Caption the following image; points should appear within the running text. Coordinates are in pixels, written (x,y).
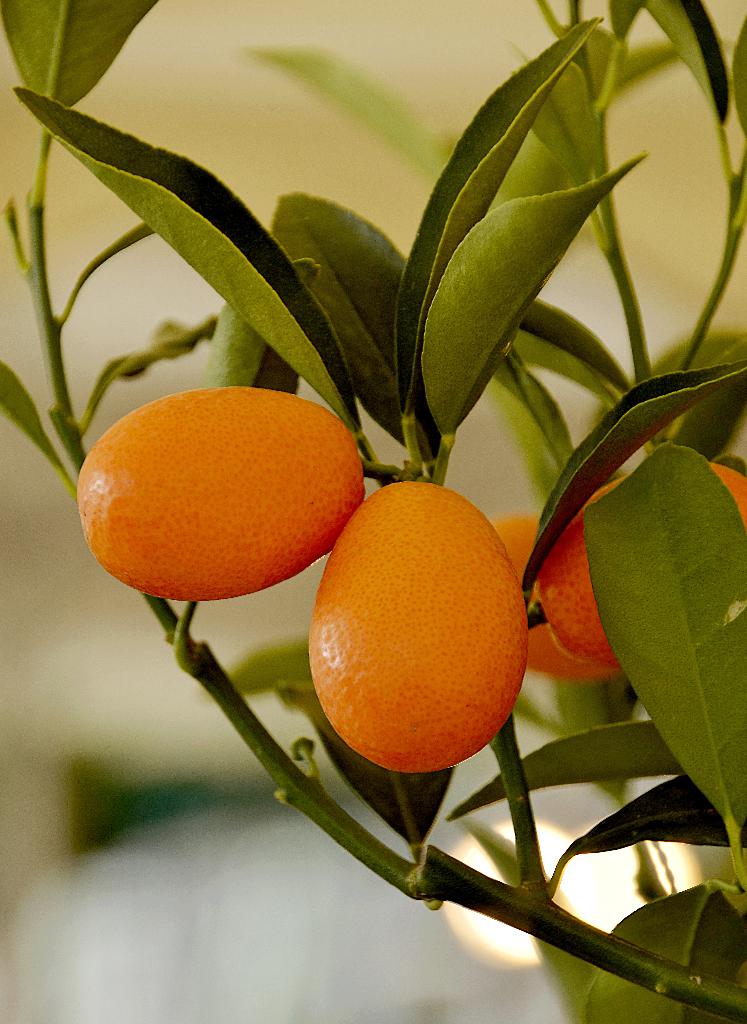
In the picture I can see a plant (508,788) which has orange color things (382,646) on it. The background of the image (344,1) is blurred.
